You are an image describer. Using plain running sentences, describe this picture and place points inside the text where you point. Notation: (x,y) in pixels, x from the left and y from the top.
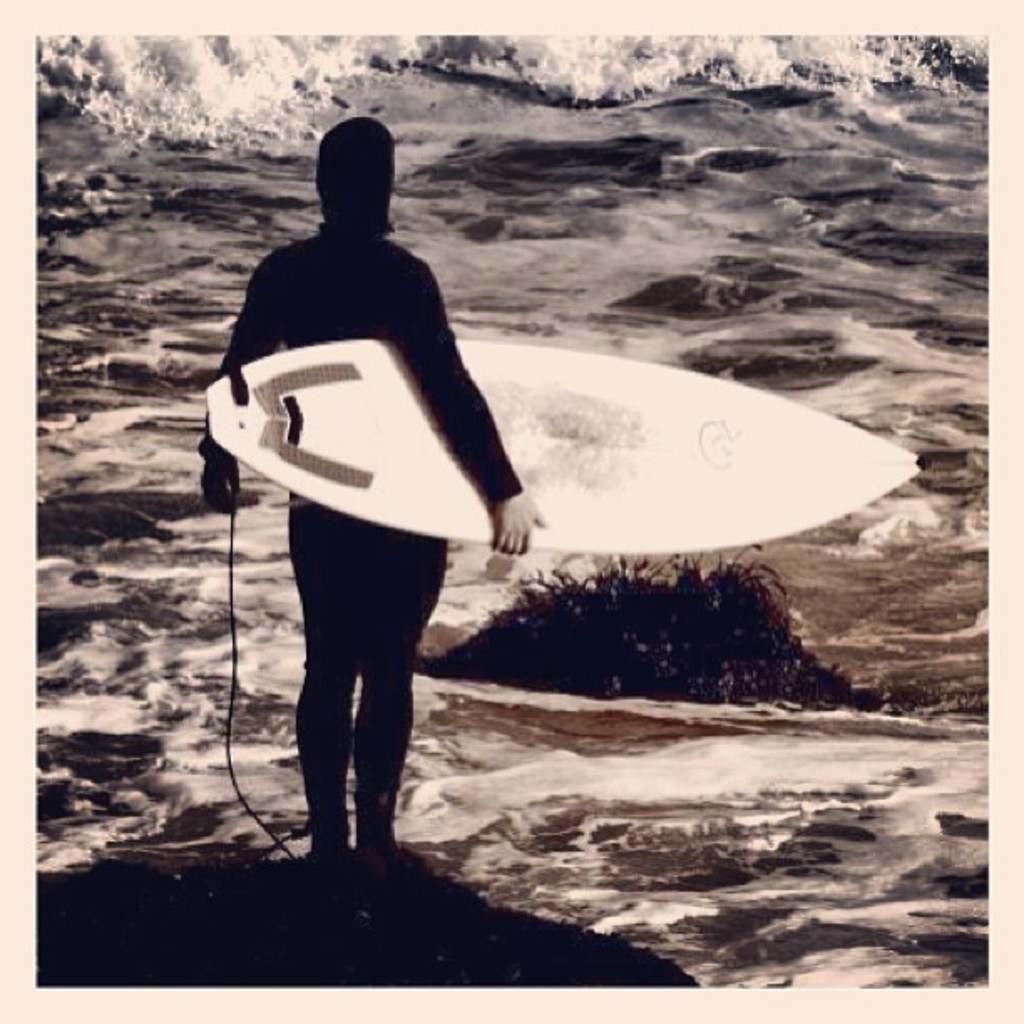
This is the ocean (452,113). The man (370,163) is standing and holding a surfboard (540,461).
